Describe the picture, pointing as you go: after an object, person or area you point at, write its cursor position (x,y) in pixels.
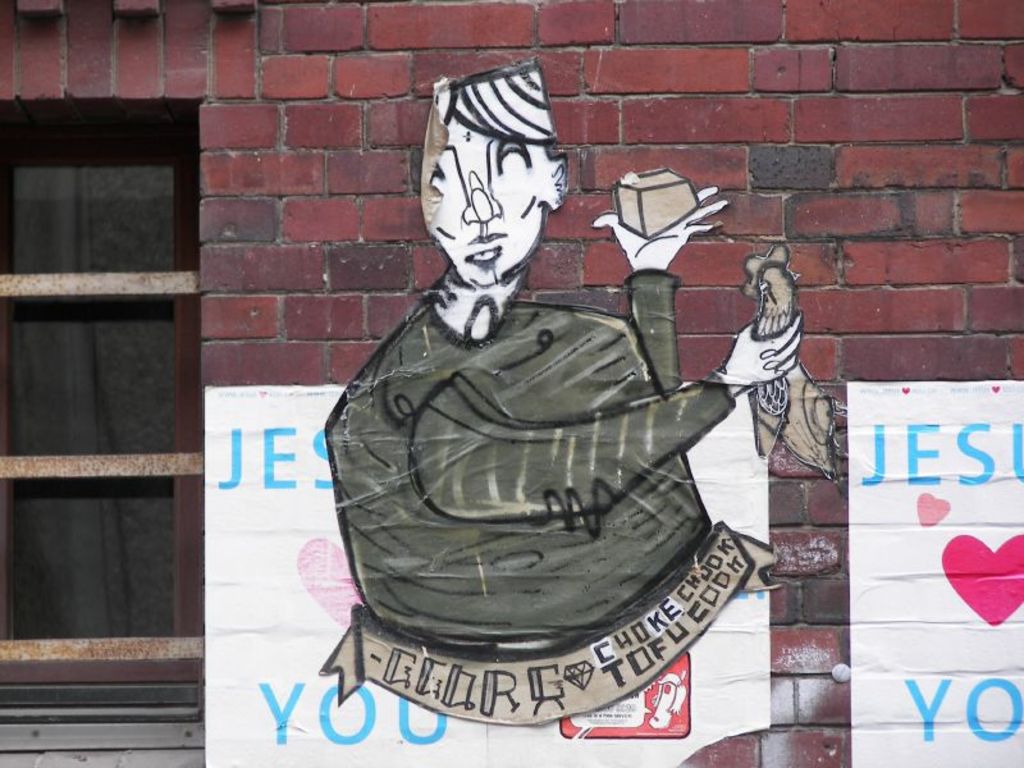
In this image we can see the brick wall (688,273), on the brick wall (553,255) there are some posters (557,307) and also we can see a glass window (149,254).
